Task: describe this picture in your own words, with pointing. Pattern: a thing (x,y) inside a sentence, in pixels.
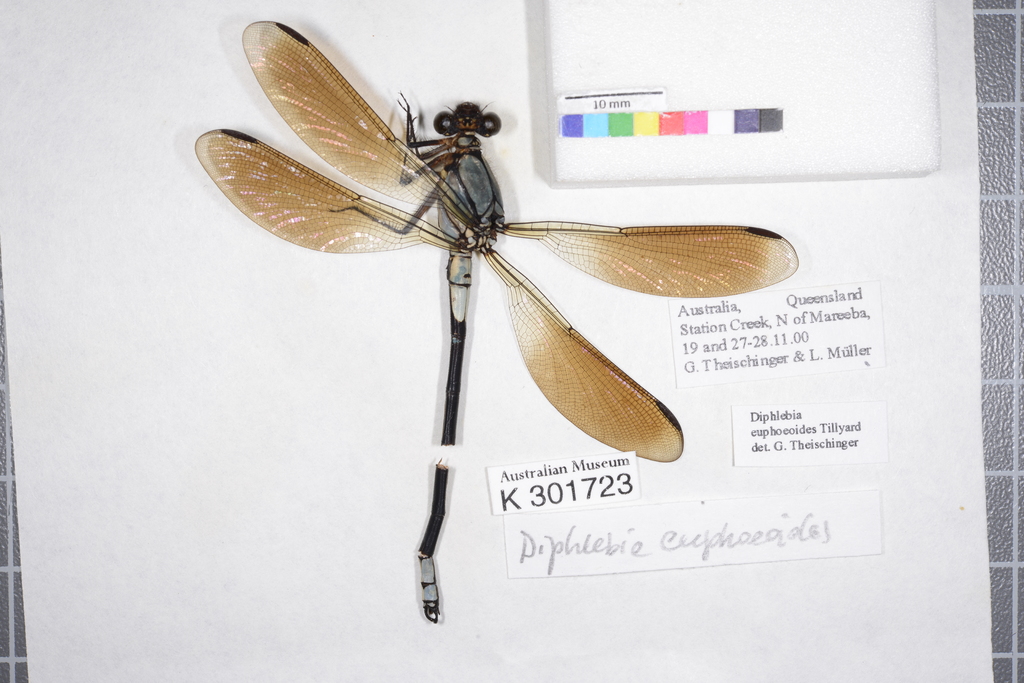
In this image I can see a dragonfly (542,351) on a white color paper (516,357). On this paper (736,591) I can see some text (804,432).
